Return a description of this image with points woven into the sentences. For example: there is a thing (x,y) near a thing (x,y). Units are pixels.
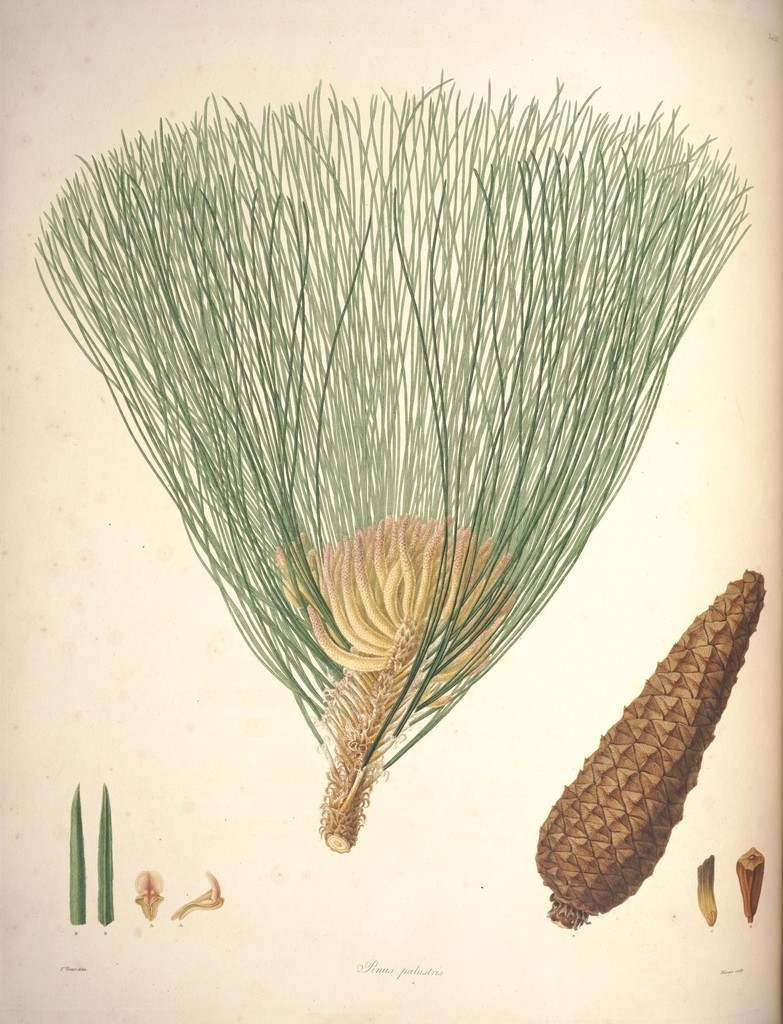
In this image I can see a pine branch (509,595) and at the bottom (751,864) I can see plants parts (753,896) visible.
